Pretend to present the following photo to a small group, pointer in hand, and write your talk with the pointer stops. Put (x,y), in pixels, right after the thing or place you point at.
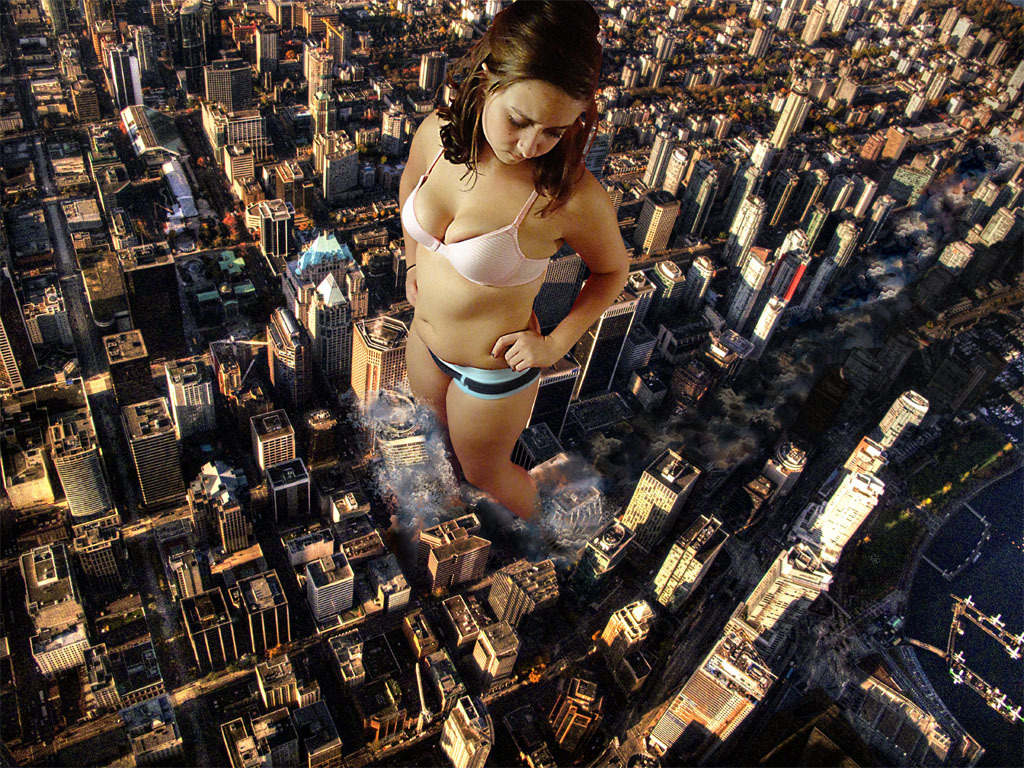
In this image in the center (461,281) there is one woman (495,322) standing, and at the bottom (570,607) there are buildings (519,593), some houses (314,538) and walkway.
